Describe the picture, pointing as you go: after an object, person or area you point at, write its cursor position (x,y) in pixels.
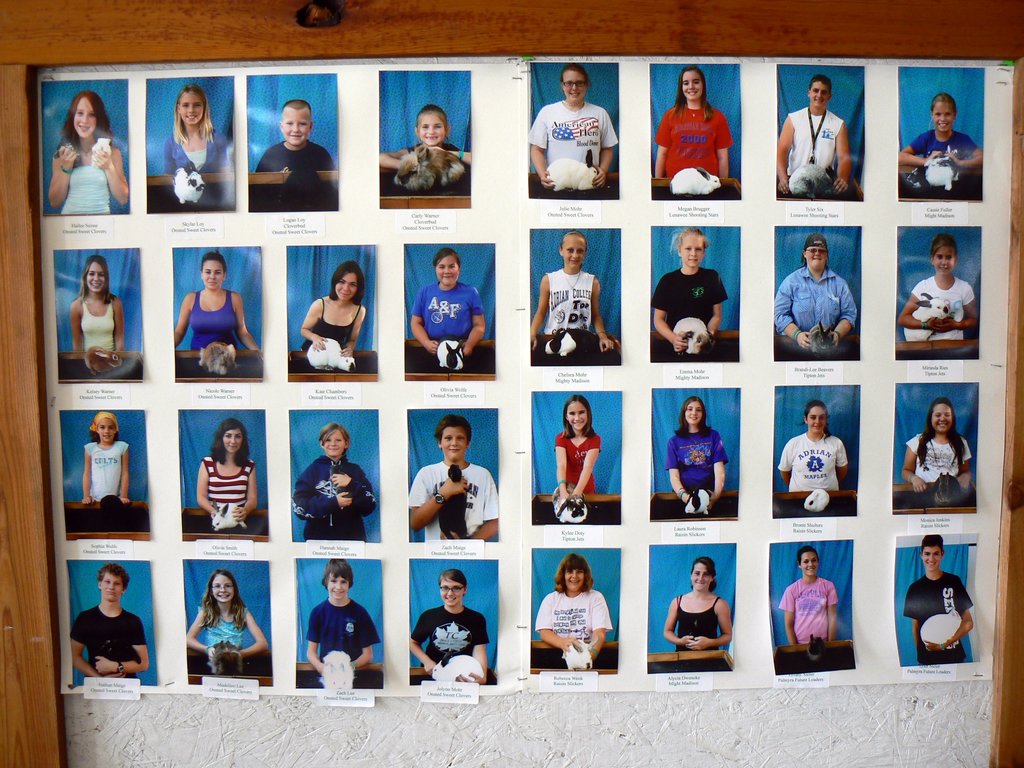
In this picture we can see some collage photographs (405,136) of men (134,669) and women (684,628), placed on the white board (173,669).
